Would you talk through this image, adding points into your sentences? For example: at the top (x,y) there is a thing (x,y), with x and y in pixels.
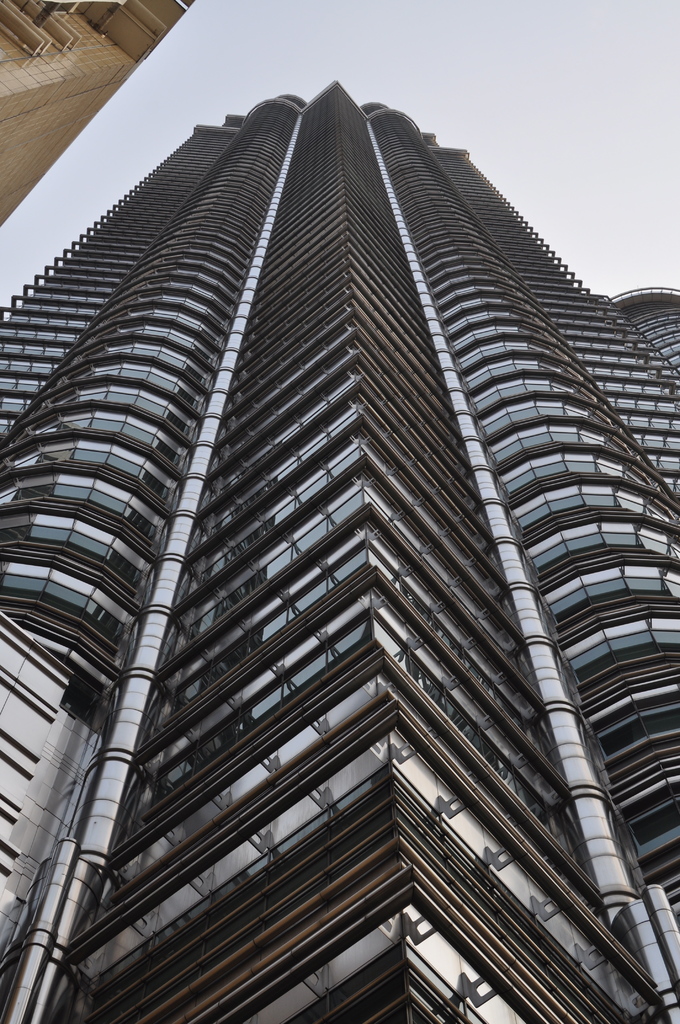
As we can see in the image there are buildings (401,350) and at the top (531,127) there is sky (541,127).
